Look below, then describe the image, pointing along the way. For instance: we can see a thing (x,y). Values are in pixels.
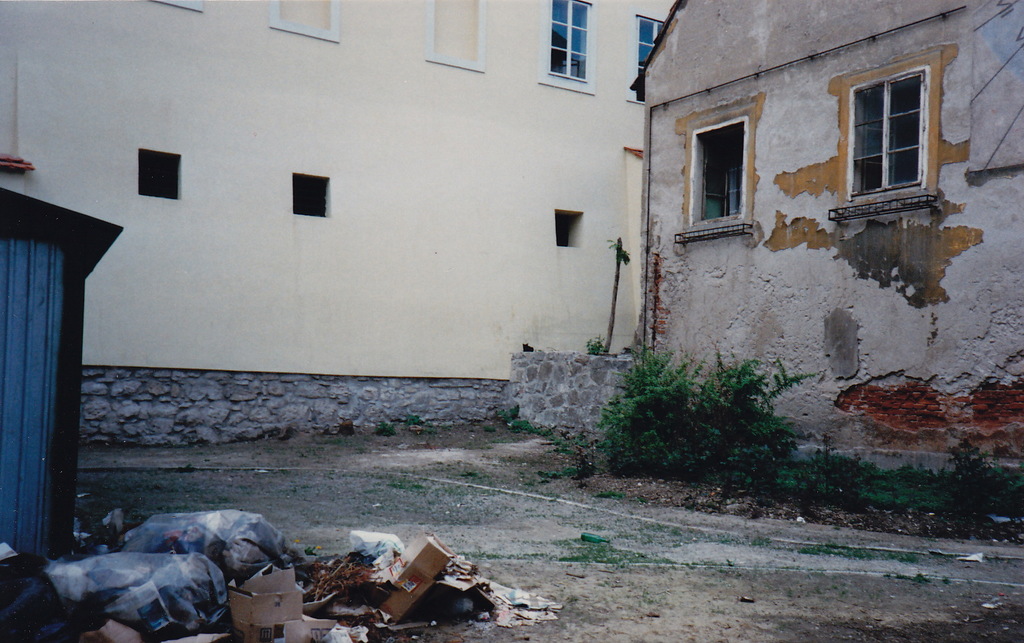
In this image there are houses (242,424) with windows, garbage covers (255,528), cardboard boxes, plants (684,464).
